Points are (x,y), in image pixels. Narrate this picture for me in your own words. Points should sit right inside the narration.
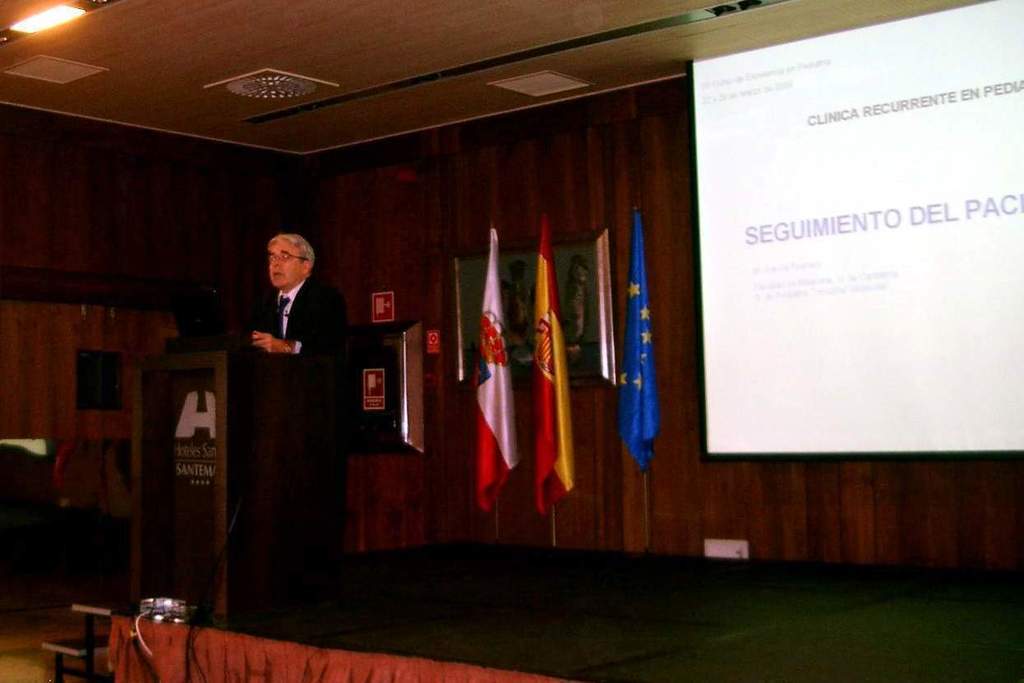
In this image I can see a person (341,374) is standing on the stage (328,622) in front of a table (247,561) and mike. In the background (745,303) I can see a screen (744,355), flagpoles (568,450), photo frame (592,358), door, boards (379,404), wall (22,303) and lights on a rooftop (372,71). This image is taken may be in a hall (380,271).
